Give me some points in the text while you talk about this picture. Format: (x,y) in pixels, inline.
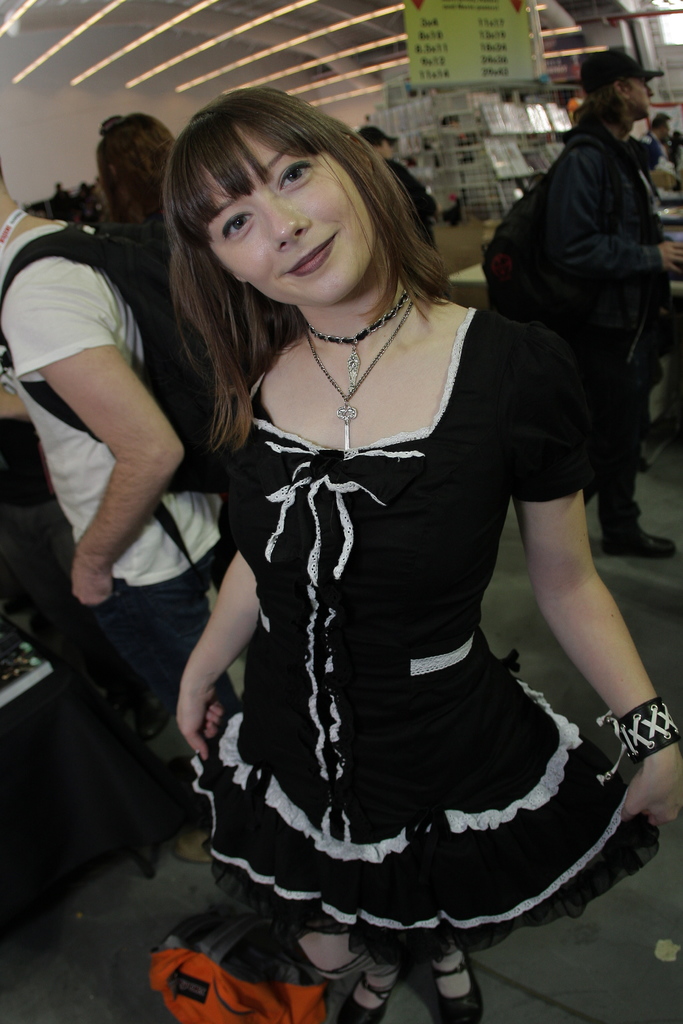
In this image we can see a woman (327,865) and a bag (187,1009) on the floor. In the background (187,600) there are few persons (74,376) carrying bags (166,345) on their shoulders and we can see objects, hoarding (469,44), wall (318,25), lights (261,20) and objects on the tables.
